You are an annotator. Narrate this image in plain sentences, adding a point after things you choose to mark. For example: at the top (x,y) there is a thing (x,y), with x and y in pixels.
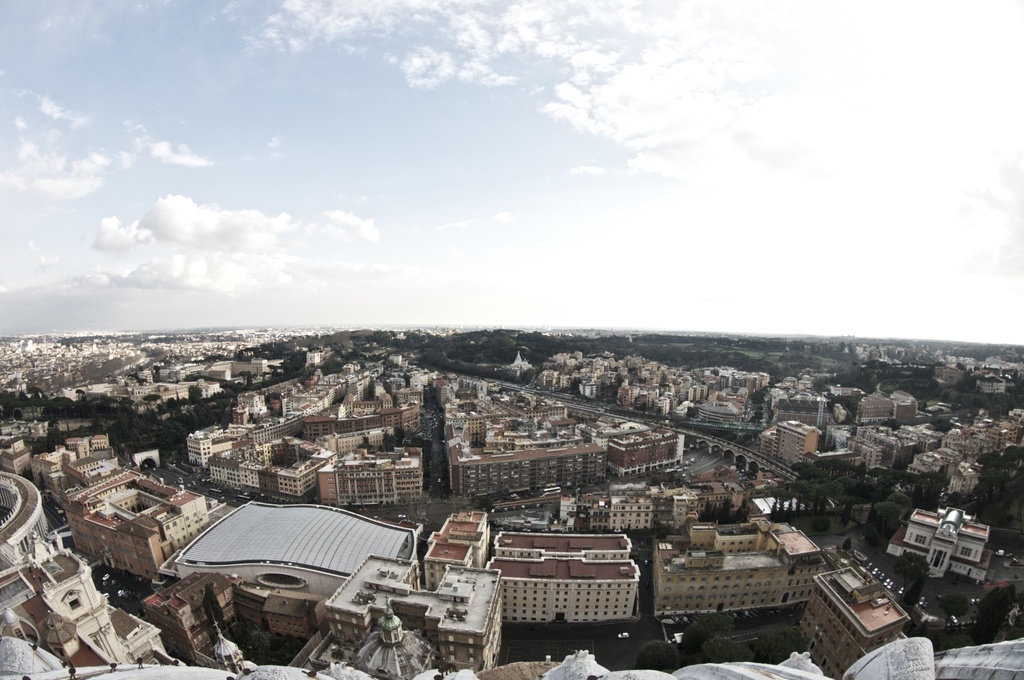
In this image there are buildings (649,507), trees (575,351), and the sky (603,181) is cloudy.
